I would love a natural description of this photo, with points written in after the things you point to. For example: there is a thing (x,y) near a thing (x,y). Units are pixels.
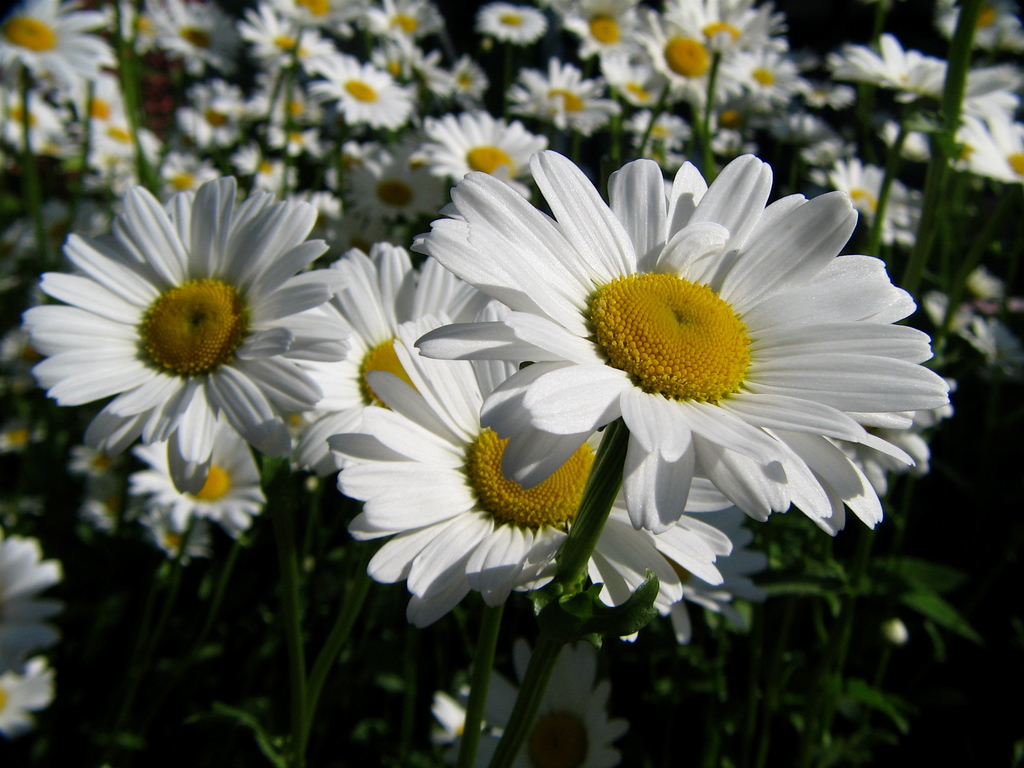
In this image I can see flowers (159,327), stems (900,507), leaves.
